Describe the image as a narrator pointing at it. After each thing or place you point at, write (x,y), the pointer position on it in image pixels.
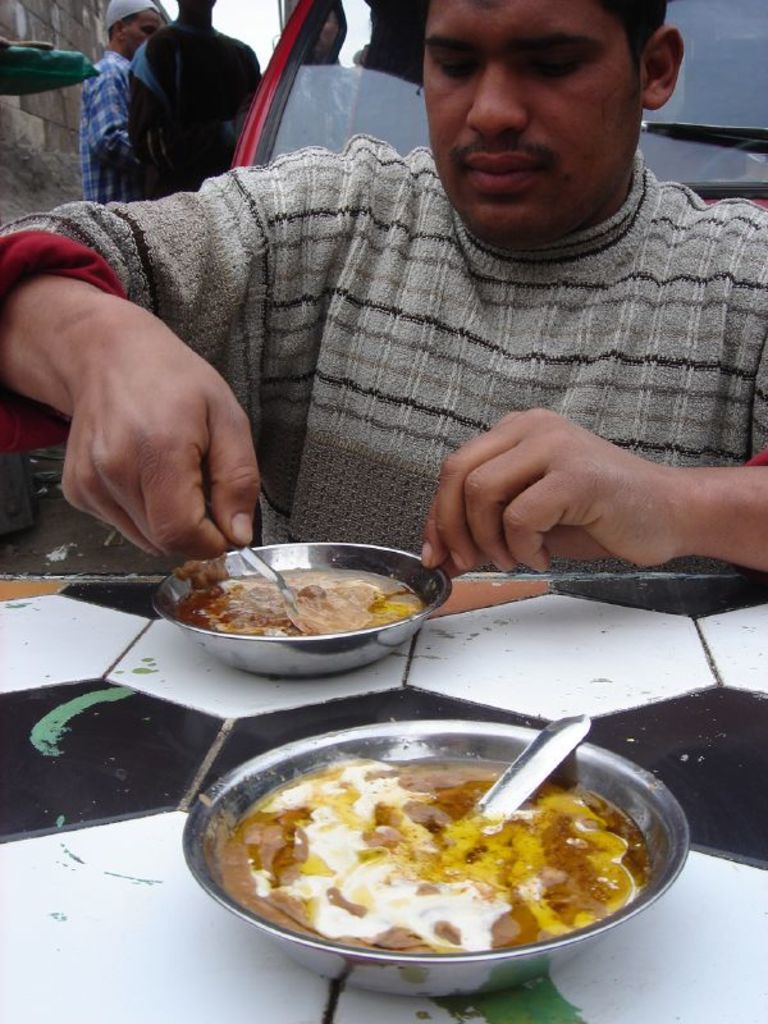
In this image in the foreground (322,229) there is one person (365,251) sitting, and in front of him there is a table (444,630). On the table (616,966) there are bowls (470,759), and in the bowls (390,644) there is some food (532,884) and spoons (294,597) and it seems that he is mixing the food (320,573). And in the background (291,84) there is one vehicle (294,86) and some people (219,74) standing, and there is a wall (52,25) and some object (52,70).
